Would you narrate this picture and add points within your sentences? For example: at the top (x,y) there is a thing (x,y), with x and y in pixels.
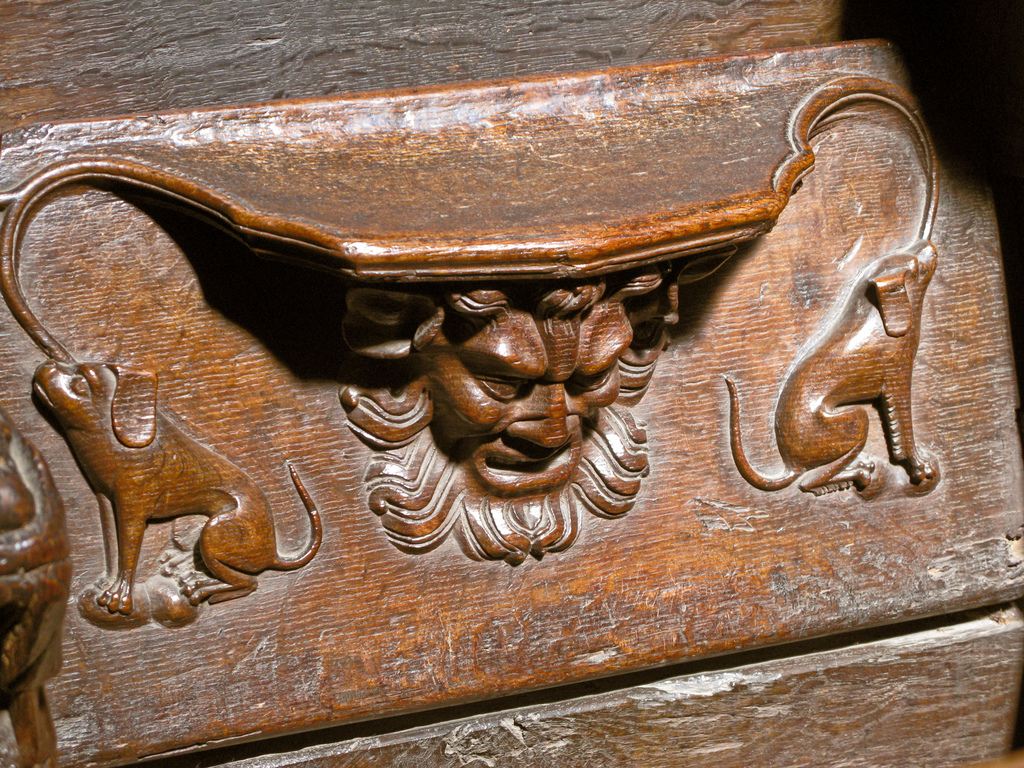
In this image I can see the carving (627,327) of the wood (548,337) which is in brown color.
